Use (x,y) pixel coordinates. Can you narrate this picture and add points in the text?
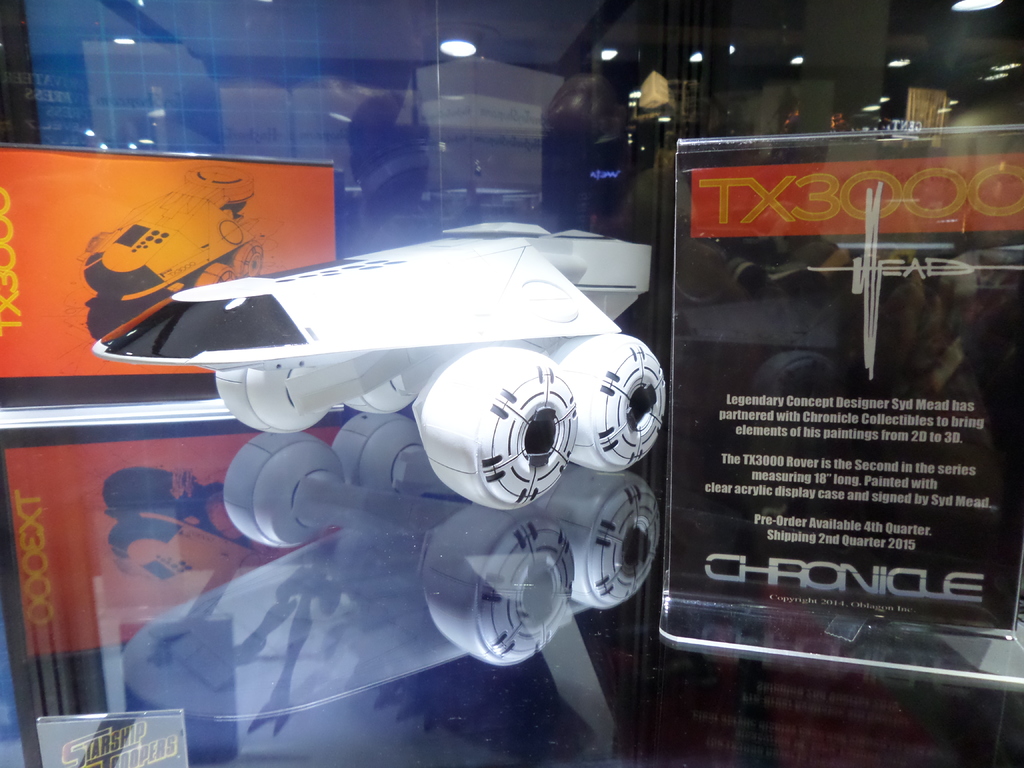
In this image on the glass table (622,492) there is a vehicle model (532,438), beside the model (446,389) there is a poster (828,425). Behind the model (462,267), there is a display board (259,262) on the glass wall (172,87). Through the glass wall (610,75) we can see there are some objects (500,159) in the room (475,22). At the top of the image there are lamps (469,46).
